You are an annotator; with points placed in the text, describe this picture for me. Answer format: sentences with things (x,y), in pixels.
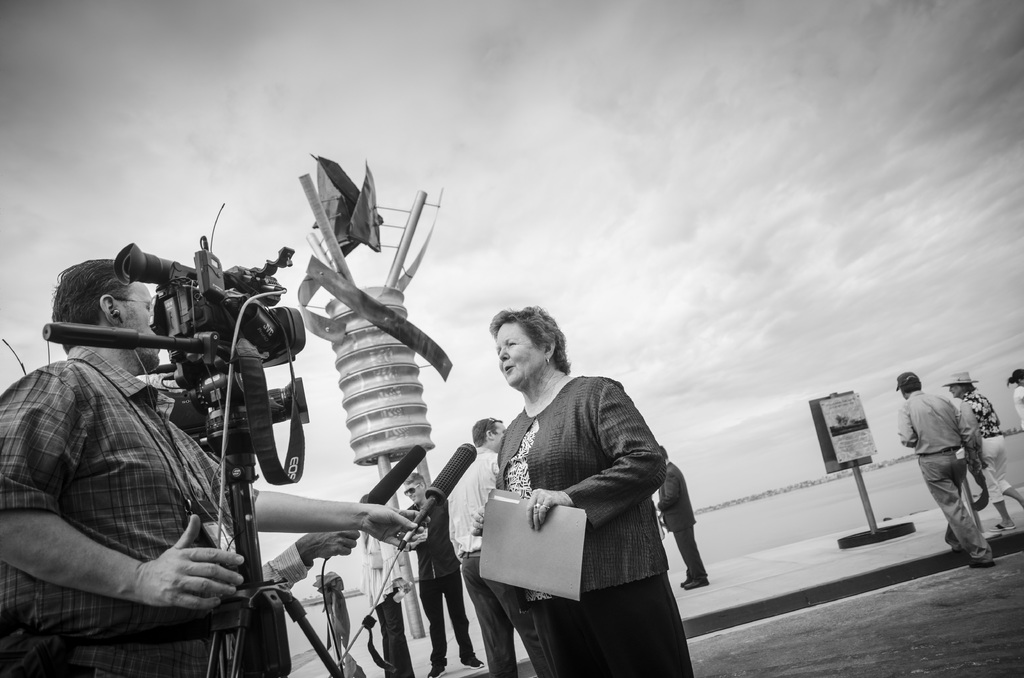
In the image we can see there are people (473,509) who are standing and the man (186,466) is using a video camera (248,334) on a tripod (241,446) and people (288,525) are holding mic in their hand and the image is in black and white colour.
